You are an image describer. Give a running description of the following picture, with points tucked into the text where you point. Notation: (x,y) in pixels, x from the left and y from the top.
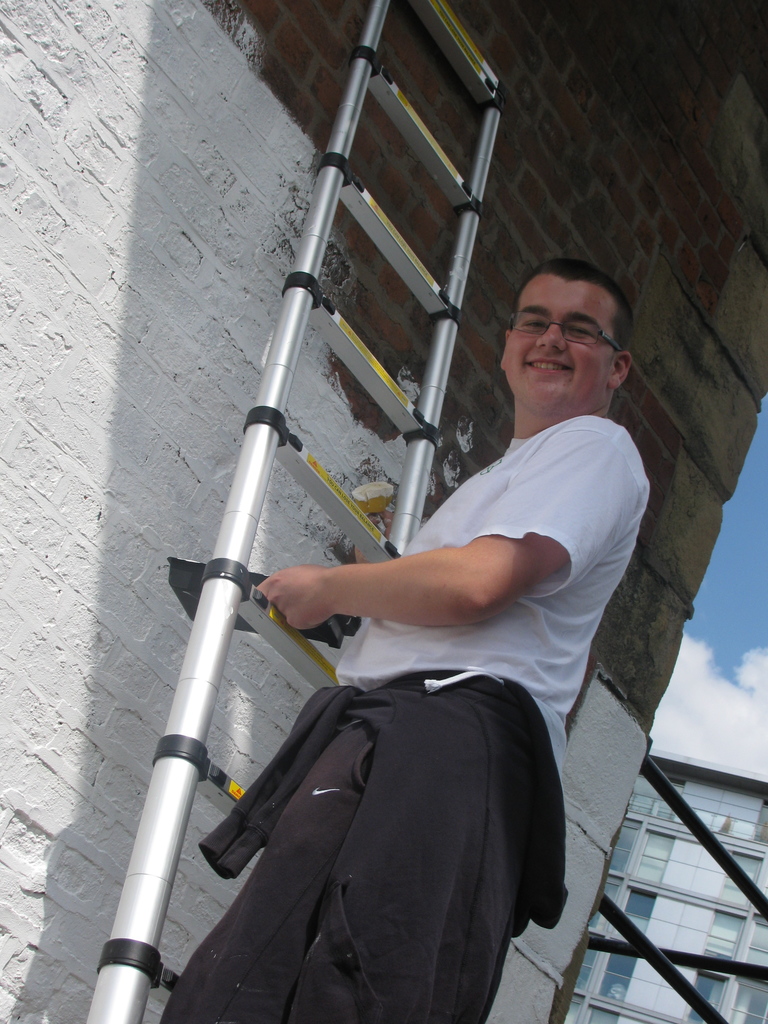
In this image there is a person (571,278) climbing ladder (408,485) on the building (578,719), beside that there is another building (633,864).
